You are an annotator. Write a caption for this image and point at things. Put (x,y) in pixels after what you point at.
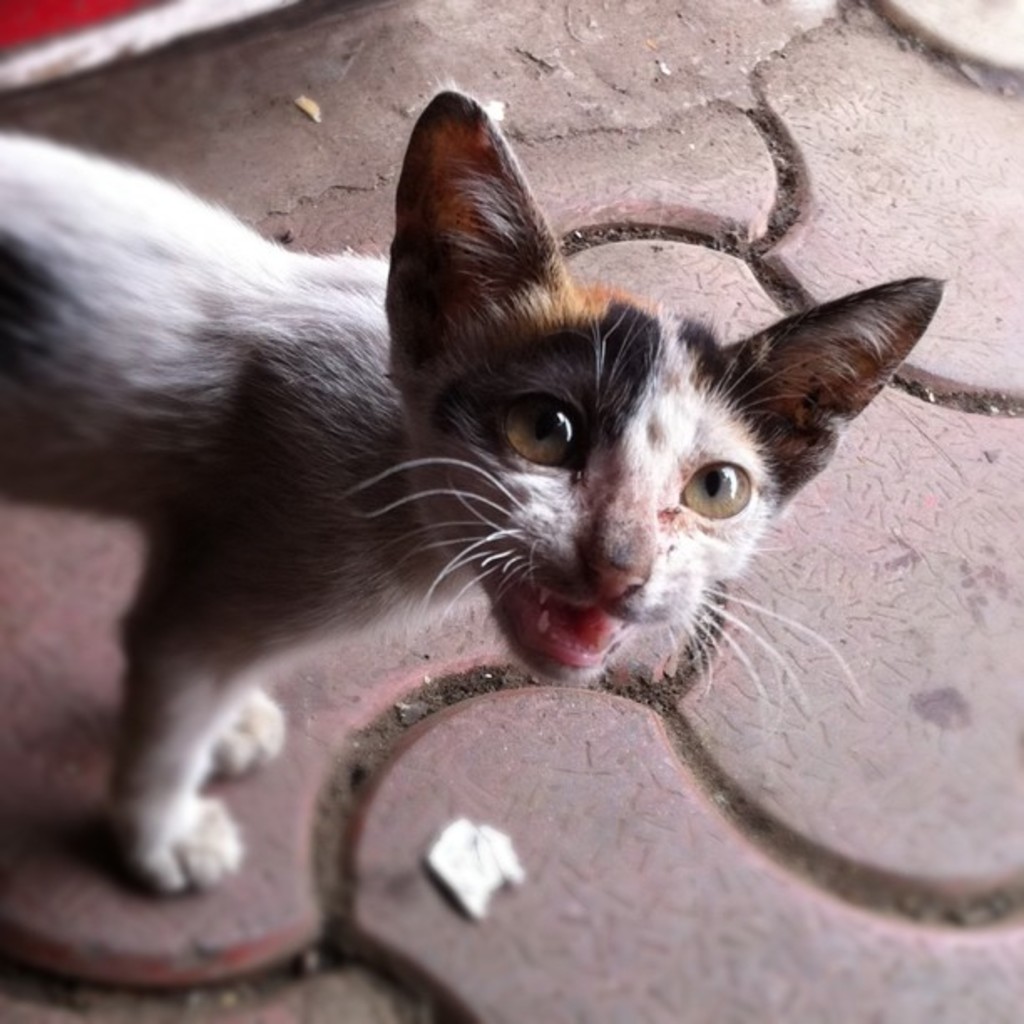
This image consists of a cat (523,628). At the bottom (715,749), there is ground (848,654).
